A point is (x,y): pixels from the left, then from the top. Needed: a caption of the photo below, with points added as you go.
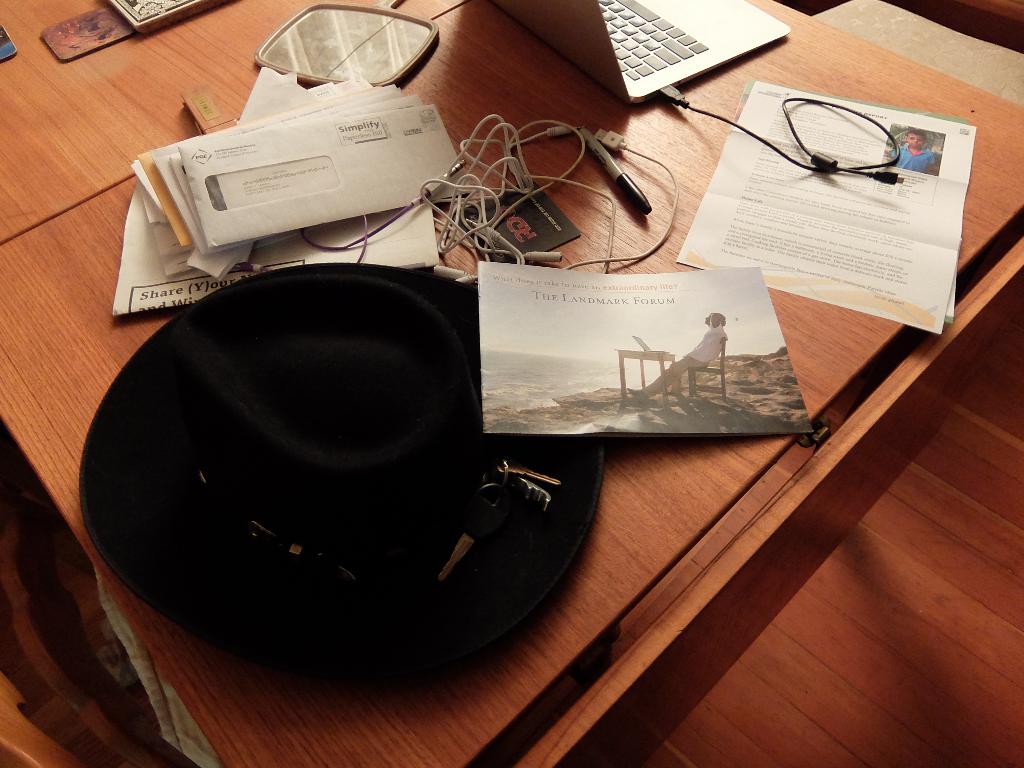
In this image we can see a laptop (641,52), cables (699,108), group of papers (505,297), a mirror (333,75), a key (499,494) and a hat (332,469) are placed on the table (37,174).
